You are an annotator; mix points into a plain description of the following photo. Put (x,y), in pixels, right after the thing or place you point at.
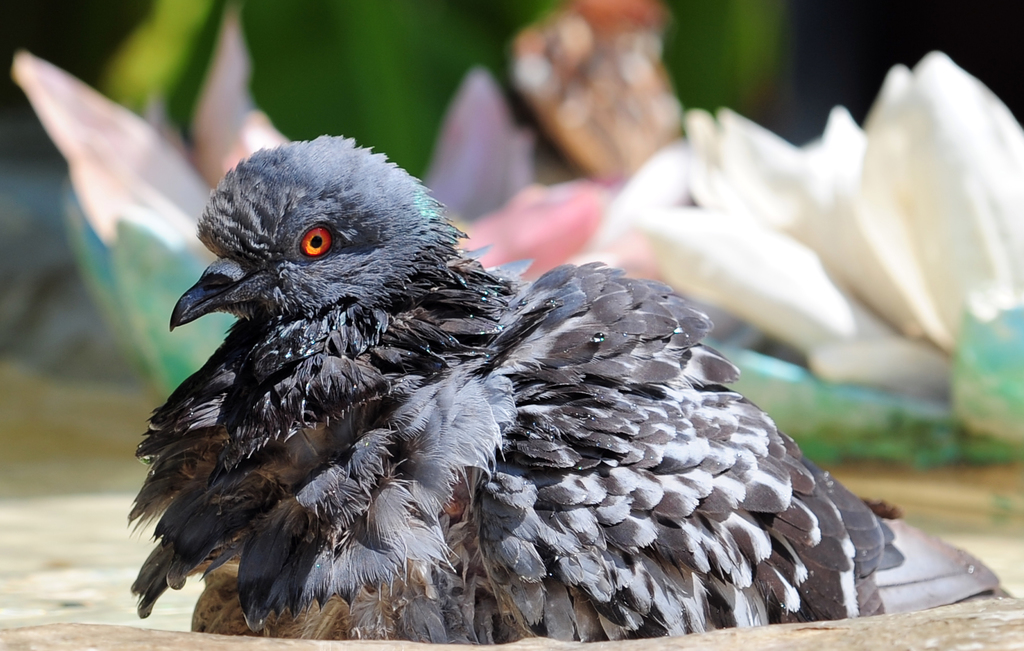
In this picture there is a bird (549,399) which is in black color. At the back (211,332) it seems like flowers (769,301). At the bottom (886,631) there is a stone (52,628).
